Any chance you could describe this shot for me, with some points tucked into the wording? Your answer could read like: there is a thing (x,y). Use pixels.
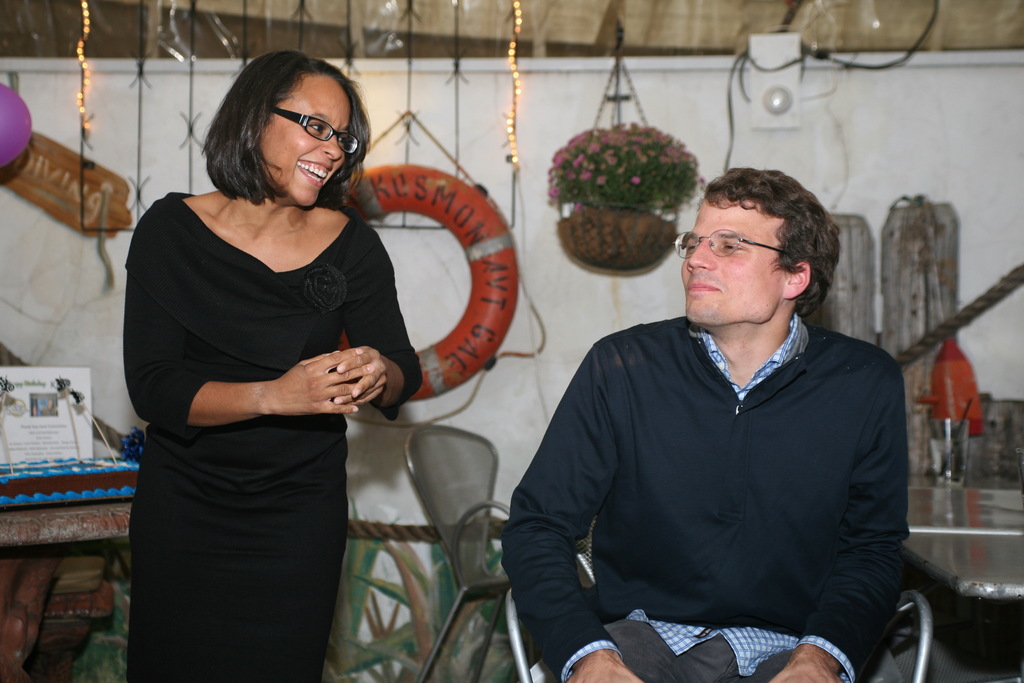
In this image we can see a man (694,601) sitting, next to him there is a lady (235,209) standing and smiling. In the background (469,500) there are tables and chair (463,511). On the left (60,496) we can see a cake (62,467) placed on the table (19,545). In the background (400,268) there is a wall (414,269) and we can see decors (604,226) placed on the wall (529,325). There are lights (83,50).
